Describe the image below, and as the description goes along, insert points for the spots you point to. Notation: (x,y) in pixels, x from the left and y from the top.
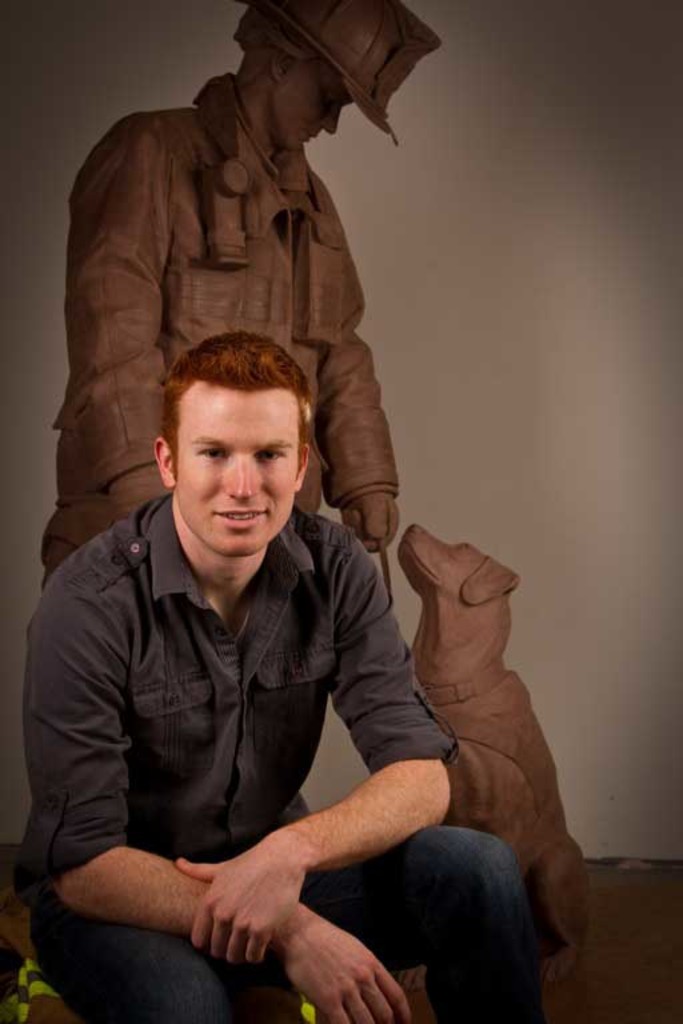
In this image there is a person (195,714) wearing black color shirt (233,735) sitting and at the background of the image (372,400) there is a statue (448,548) of a person (298,295) and dog (476,625).
